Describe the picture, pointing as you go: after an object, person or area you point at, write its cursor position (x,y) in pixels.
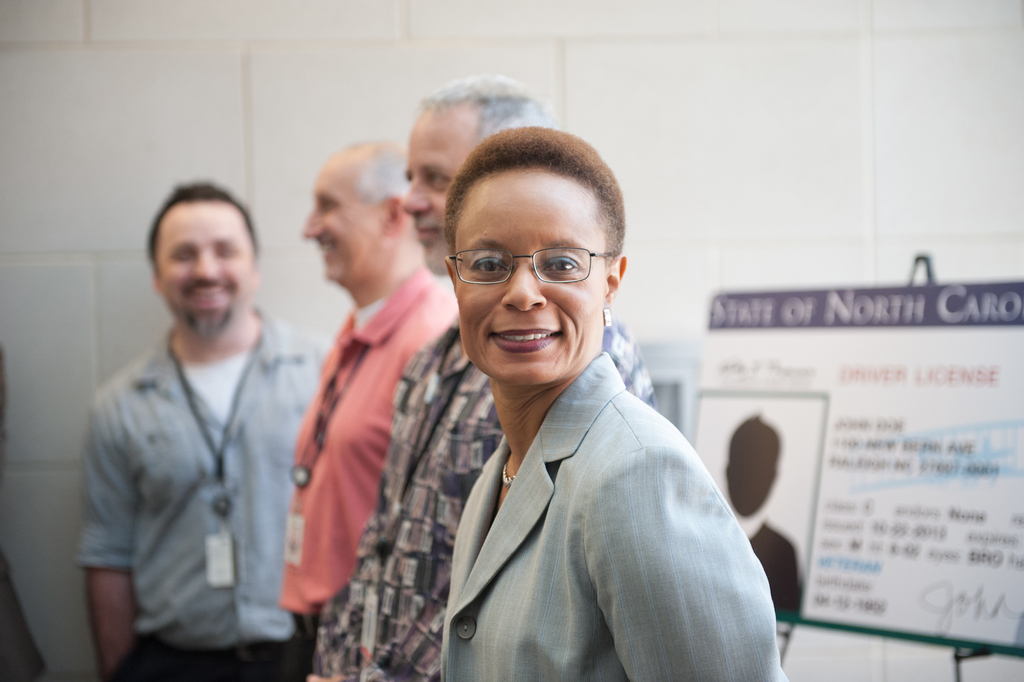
In this image we can see few persons (325,573) are standing. In the background (787,383) on the right side (819,408) we can see a board (819,408) on a stand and wall (748,223).
